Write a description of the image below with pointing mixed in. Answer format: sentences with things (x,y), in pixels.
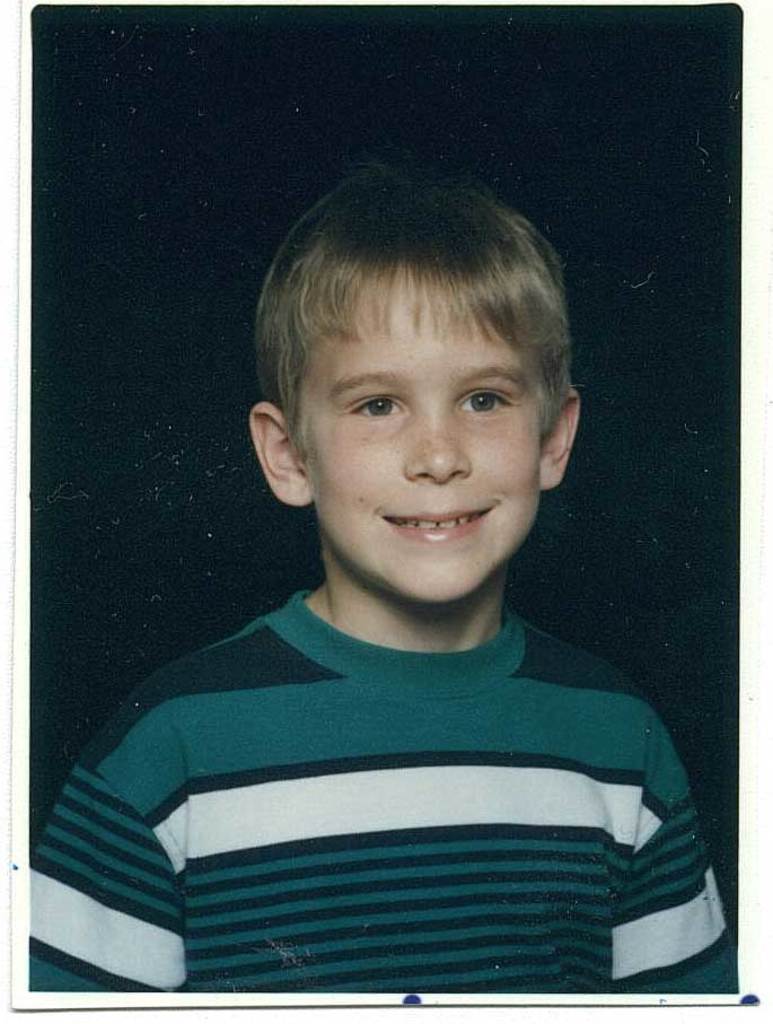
In this picture we can see a boy (274,975) smiling and in the background (304,155) it is dark.
